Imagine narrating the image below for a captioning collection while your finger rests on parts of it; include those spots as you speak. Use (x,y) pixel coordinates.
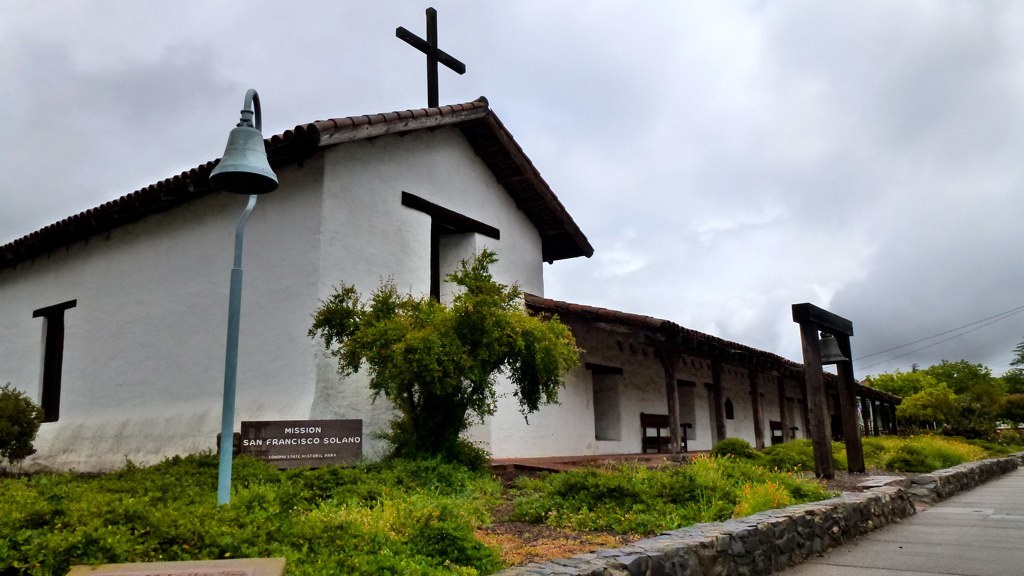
In this image I can see the house (139,381). In-front of the house (381,277) I can see the boards (254,452) and something is written on it. I can also see few poles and plants (576,493) and also many trees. In the back (417,78) I can see the clouds (573,130) and also the sky (605,144).
